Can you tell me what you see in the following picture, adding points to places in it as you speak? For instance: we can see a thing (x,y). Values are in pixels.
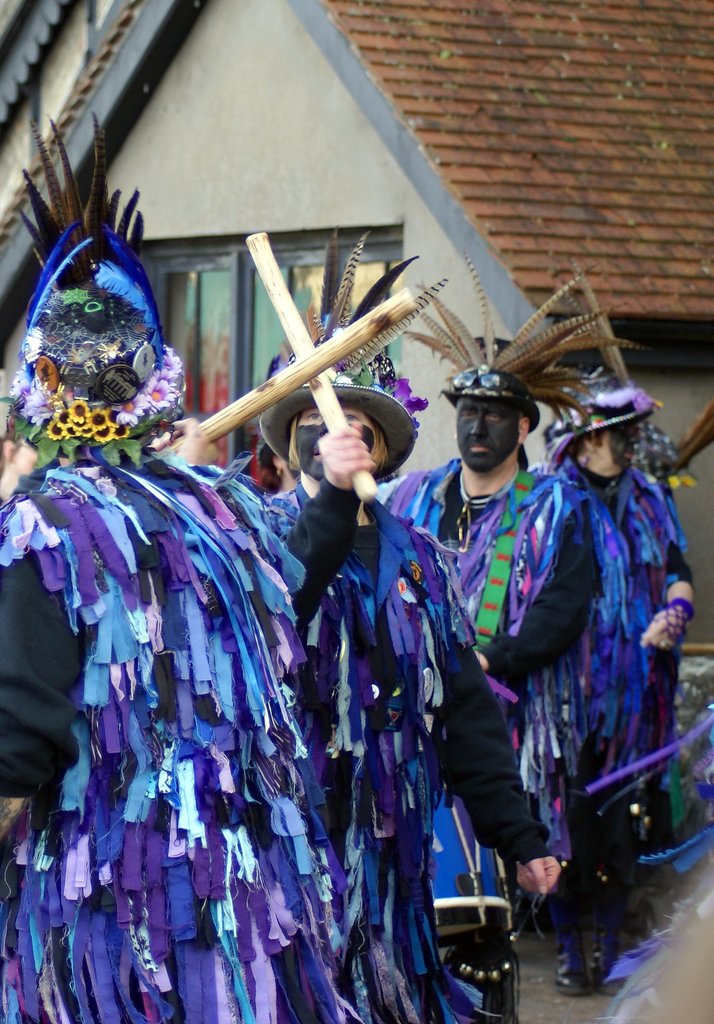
Here few people (278,550) are standing and playing with the sticks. They wore blue color clothes (265,801). This is a house (469,114).
